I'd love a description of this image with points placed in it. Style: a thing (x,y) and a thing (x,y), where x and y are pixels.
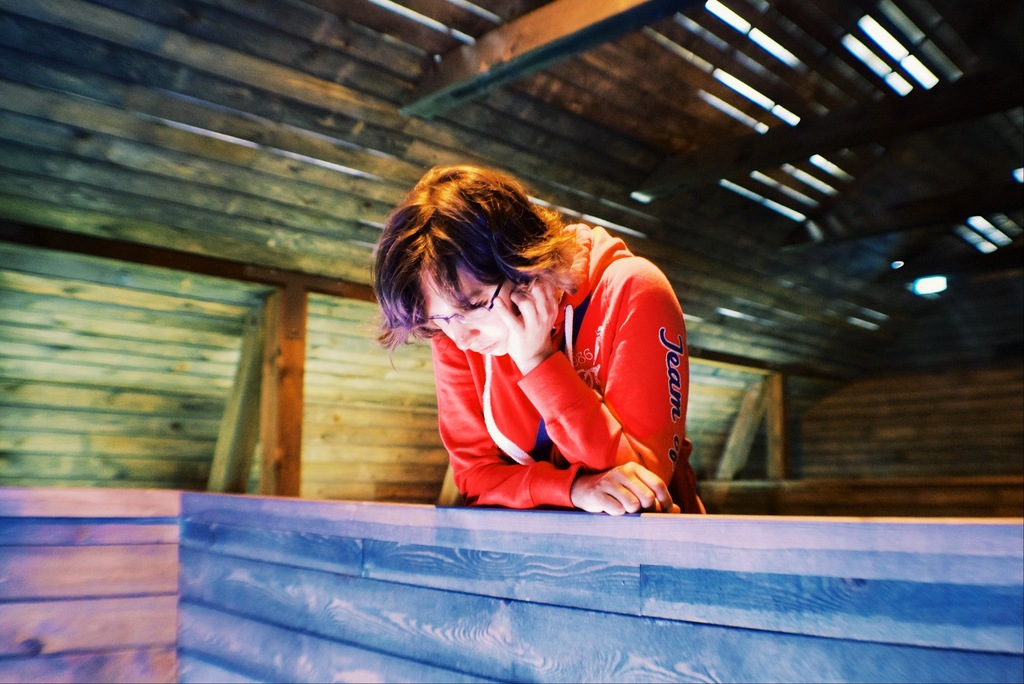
In this image, we can see a person (524,408) is wearing glasses (476,314). Background (350,447) there is a wall (315,378), wooden poles (277,313). Top of the image (563,151), we can see a roof (602,69).
